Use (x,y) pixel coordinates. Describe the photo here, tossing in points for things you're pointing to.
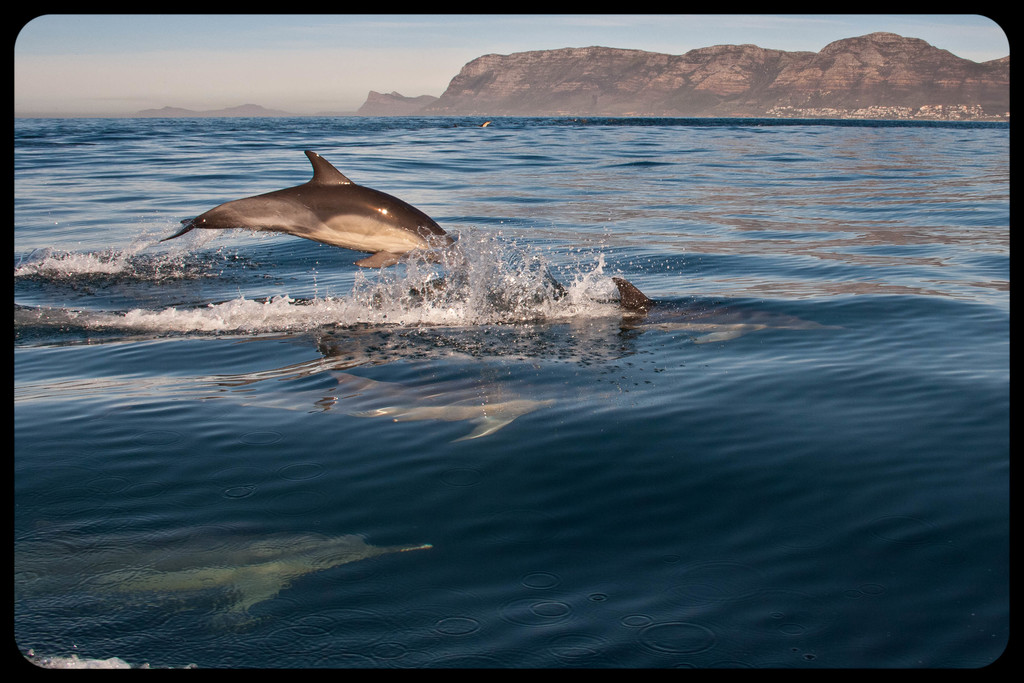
In this image we can see few dolphins (373,230), a dolphin (373,230) jumping into the water (633,222) and few dolphins (520,399) are in the water (822,416) and in the background (770,78) there are mountains (521,61) and the sky (350,58).
